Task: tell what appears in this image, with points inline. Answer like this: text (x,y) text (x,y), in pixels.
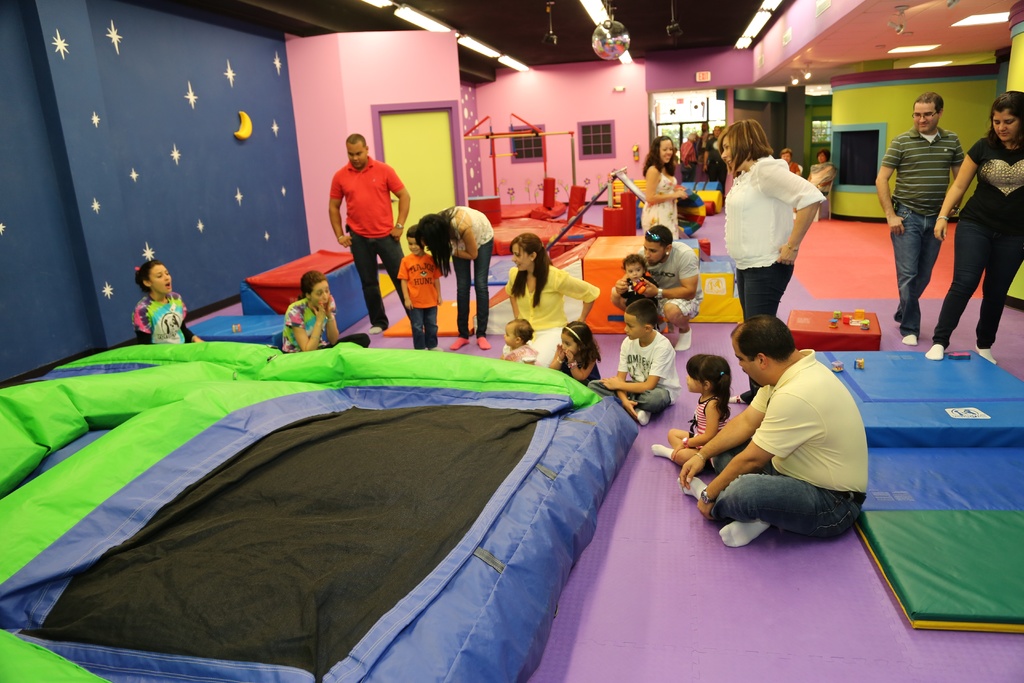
In this image few persons (306,295) are sitting and few persons (466,307) are standing on the floor (608,664) and we can also see an inflatable object (312,545), stars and moon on the wall (130,143), door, windows (592,143), lights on the ceiling (536,12) and playing objects (552,187).
